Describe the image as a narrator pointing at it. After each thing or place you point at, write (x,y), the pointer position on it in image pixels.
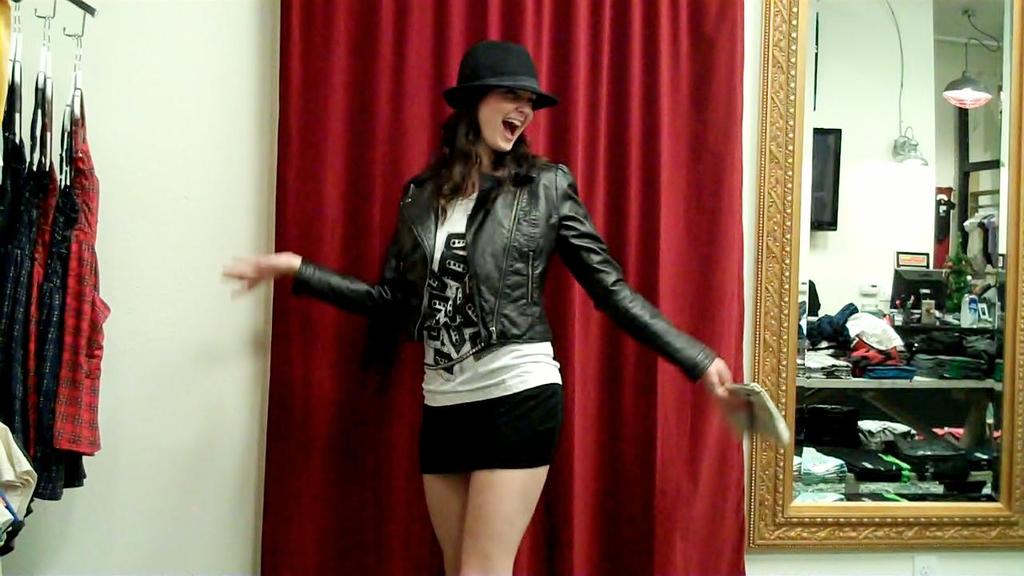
In this picture I can see a woman (501,291) in the middle (472,302), in the background (642,246) there is the curtain (637,343), on the left side (63,234) there are dresses (72,349), on the right side (910,304) there is a mirror (866,299), on this mirror (924,312), there is a reflected image (931,311) of some things (950,328) and a light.
